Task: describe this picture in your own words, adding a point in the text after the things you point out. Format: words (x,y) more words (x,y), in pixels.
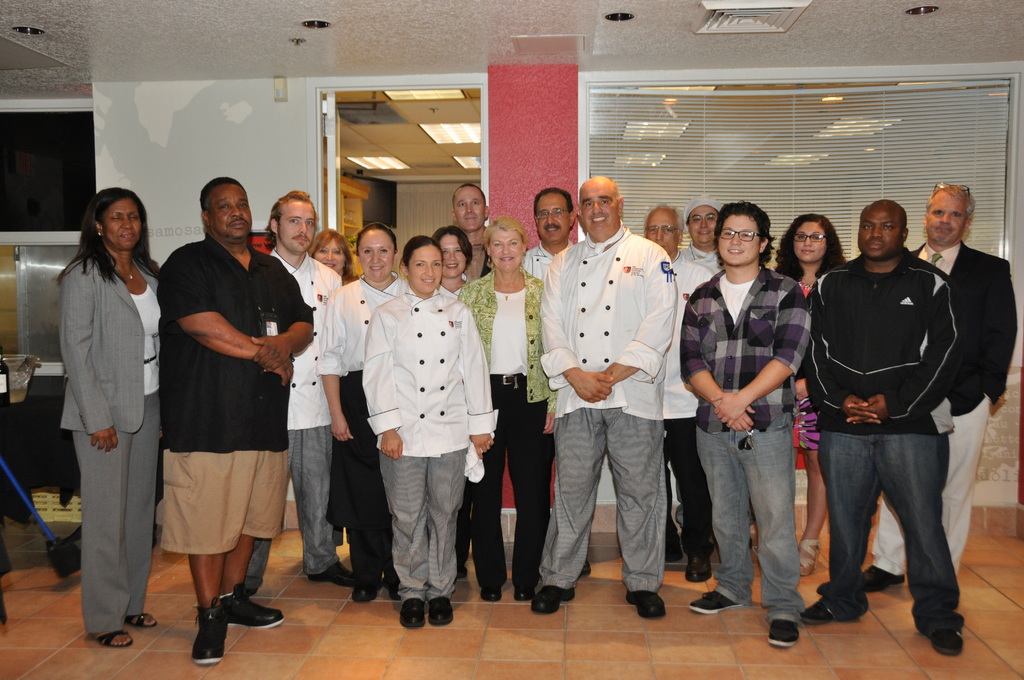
In the center of the image (515,388) we can see a few people (465,414) are standing. Among them, we can see a few people (600,416) are smiling, few people (782,410) are wearing glasses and two persons (734,450) are holding some objects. In the background (513,204) there is a wall (515,205), board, cream color object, blue and black color object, window blind (656,182), curtains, lights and a few other objects (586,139).
